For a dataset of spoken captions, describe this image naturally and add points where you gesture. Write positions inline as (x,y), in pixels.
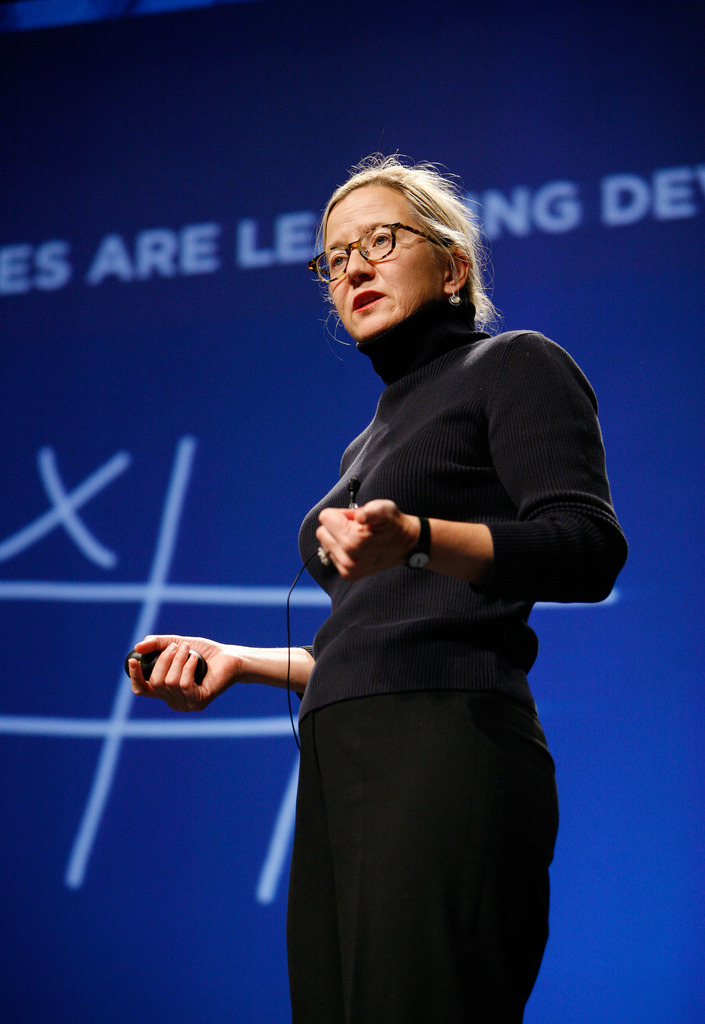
In this picture we can see an old woman (372,570) wearing black dress (439,652) and standing on the stage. Behind there is a blue banner (38,515).
